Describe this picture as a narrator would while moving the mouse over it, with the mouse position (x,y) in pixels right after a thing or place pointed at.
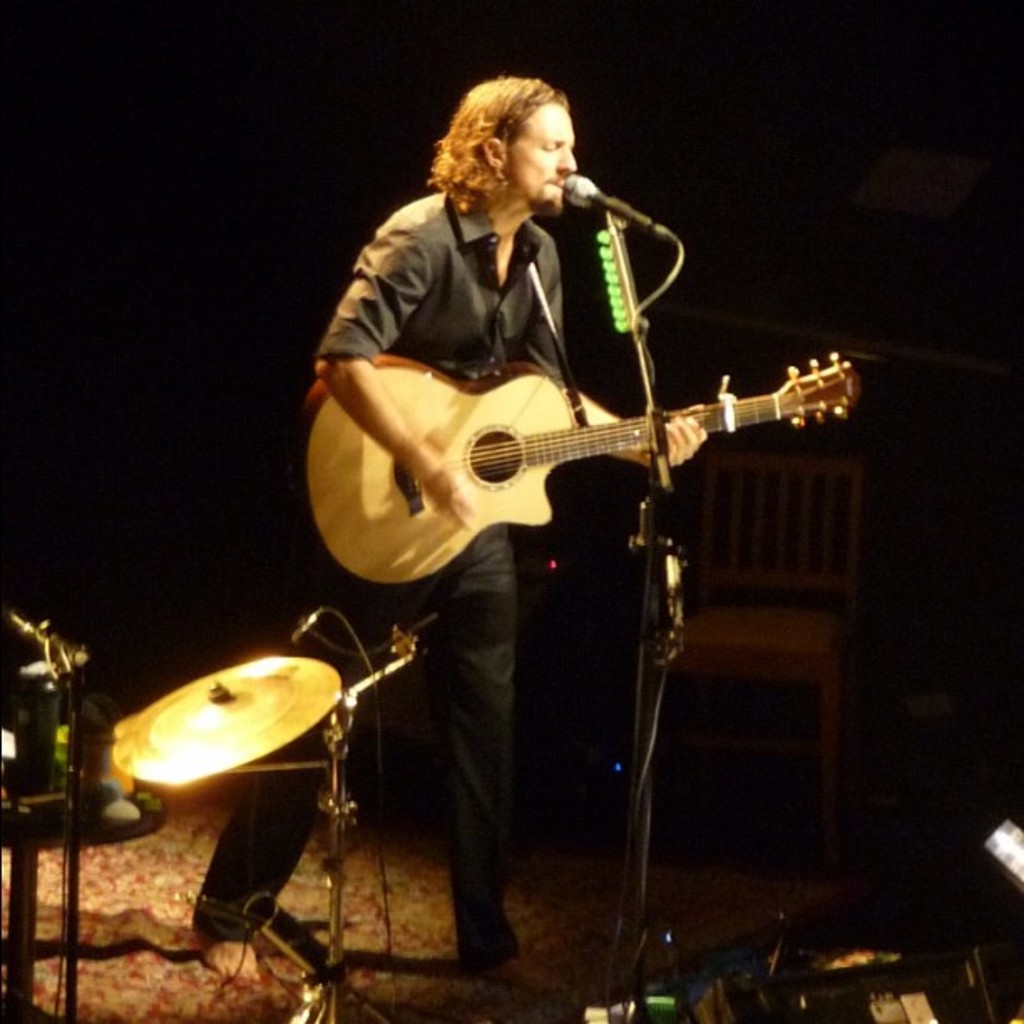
Here is the man (480,362) standing and singing a song. He is playing guitar (467,468). This is the mic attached to the mike stand (662,638). This looks like a hi-hat instrument (275,739). I can see an object (856,968) placed here. At background (782,626) This looks like an empty chair (775,607).
